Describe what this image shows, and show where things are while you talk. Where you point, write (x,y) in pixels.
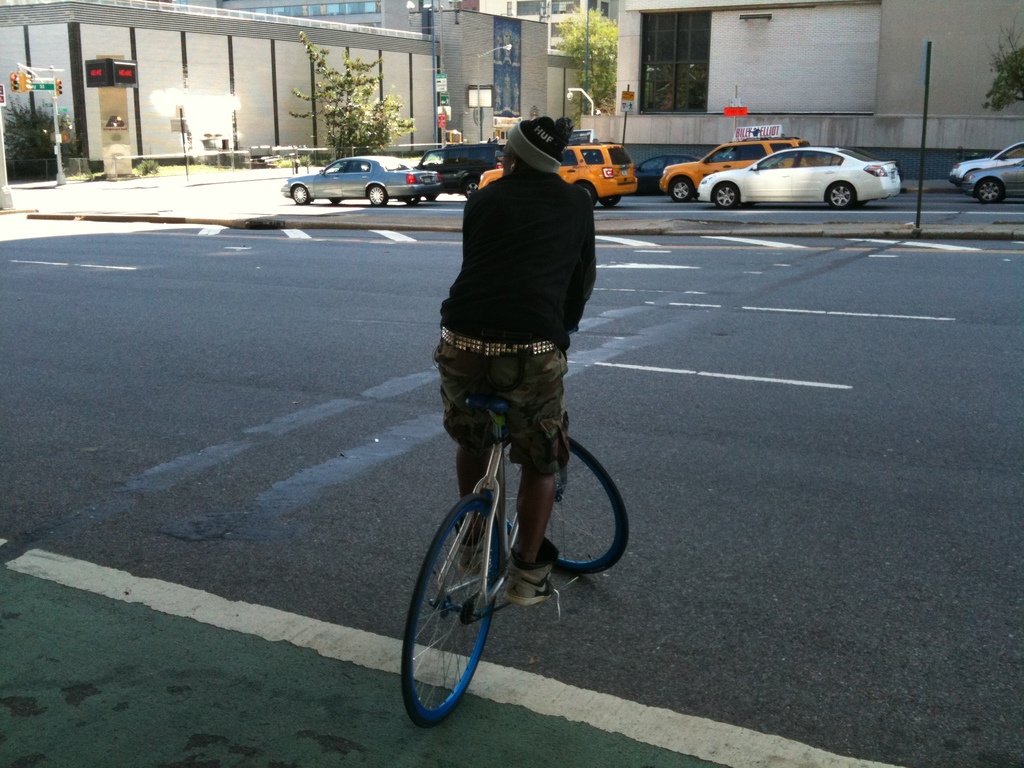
In this image I can see a person (509,430) is on a bicycle (499,503). In the background (464,204) I can see vehicles (630,184) on roads (245,197), poles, traffic lights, trees (52,126) and buildings (721,109).
